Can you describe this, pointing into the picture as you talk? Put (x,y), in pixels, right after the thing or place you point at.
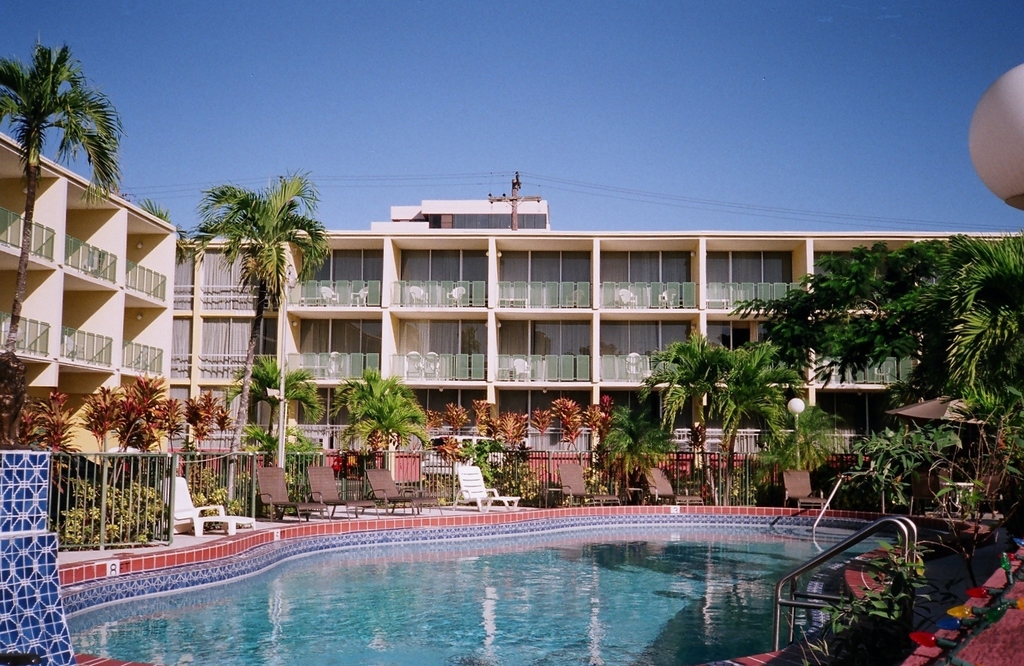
In this picture we can see a swimming pool (526,605) at the bottom (592,608), in the background (504,361) there is a building (325,305), we can see some trees (687,339), plants (996,403), benches (282,506), fencing panel (741,457) and a light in the middle (380,420), there is the sky (509,26) at the top of the picture (541,29), we can see glasses (448,331) of this building (420,319).
